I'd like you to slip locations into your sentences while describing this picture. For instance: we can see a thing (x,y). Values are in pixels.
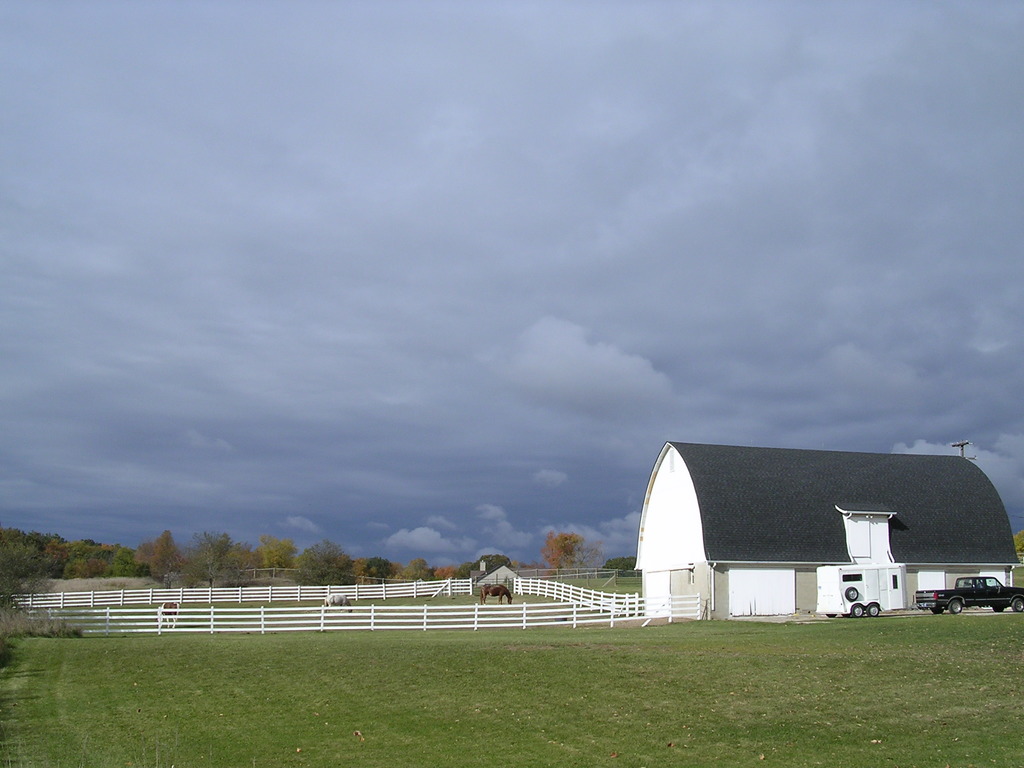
In this image, we can see a fencing (530,610) around animals (343,597). There is a shelter house (919,514) on the right side of the image (927,526). There are some trees (266,566) in the middle of the image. In the background of the image (148,462), there is a sky (85,247).
